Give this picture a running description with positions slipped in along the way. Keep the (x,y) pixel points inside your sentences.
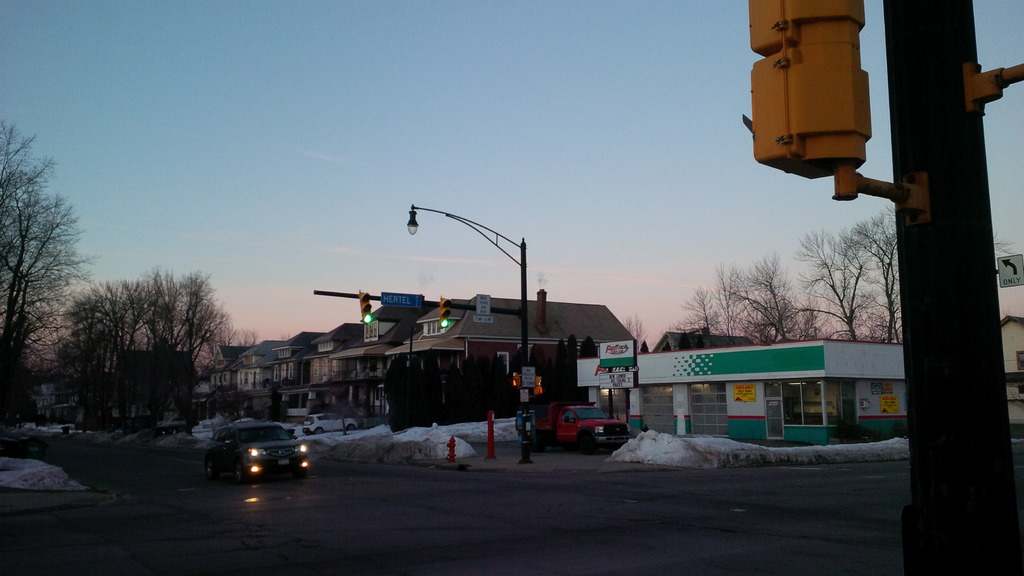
In this image we can see a vehicle (287,443) which is moving on the road (595,502) and in the background of the image (238,365) there are some trees (63,350), houses (545,338), traffic signal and red color vehicle (568,442) which is parked and there is clear sky (368,118), on the right side of the image (837,14) there is pole (951,329) and some yellow color object (834,137) which is attached to the pole (945,175).
